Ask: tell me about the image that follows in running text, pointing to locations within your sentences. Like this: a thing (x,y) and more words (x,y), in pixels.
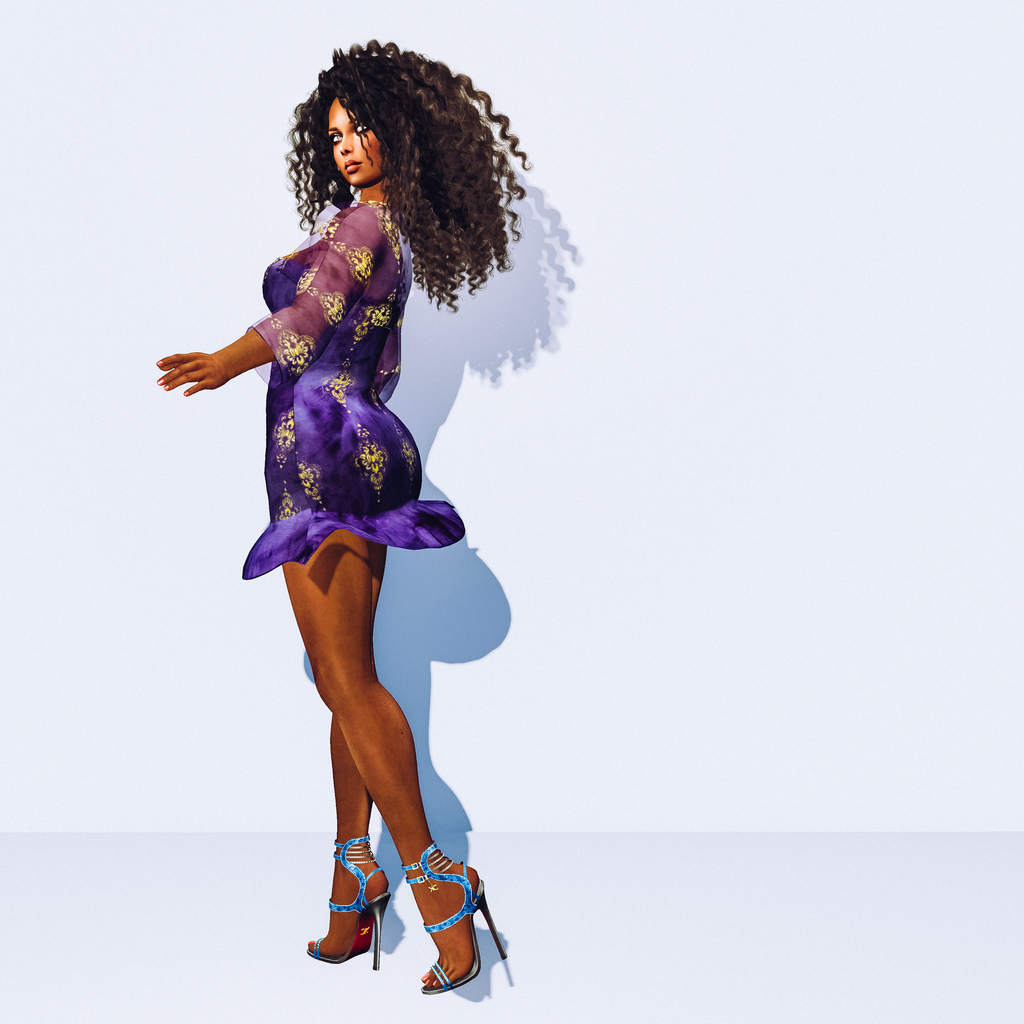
In this picture we can see animation of a woman (377,375).
